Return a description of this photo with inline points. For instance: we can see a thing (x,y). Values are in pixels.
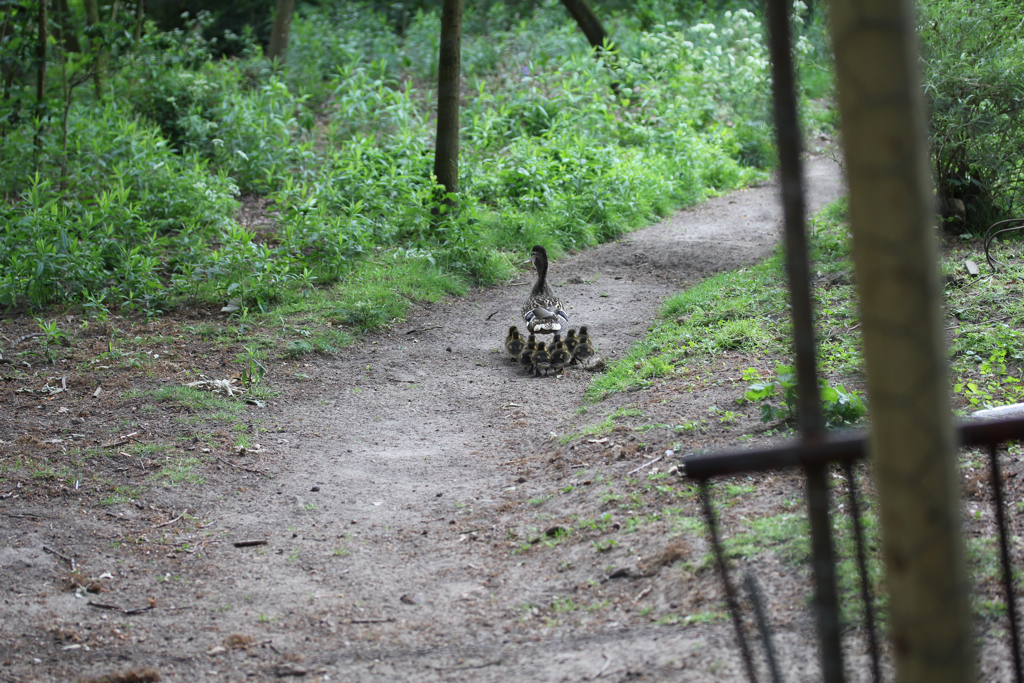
In this picture we can see the plants (1022,110), green grass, birds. On the right side of the picture (820,430) we can see the metal objects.
